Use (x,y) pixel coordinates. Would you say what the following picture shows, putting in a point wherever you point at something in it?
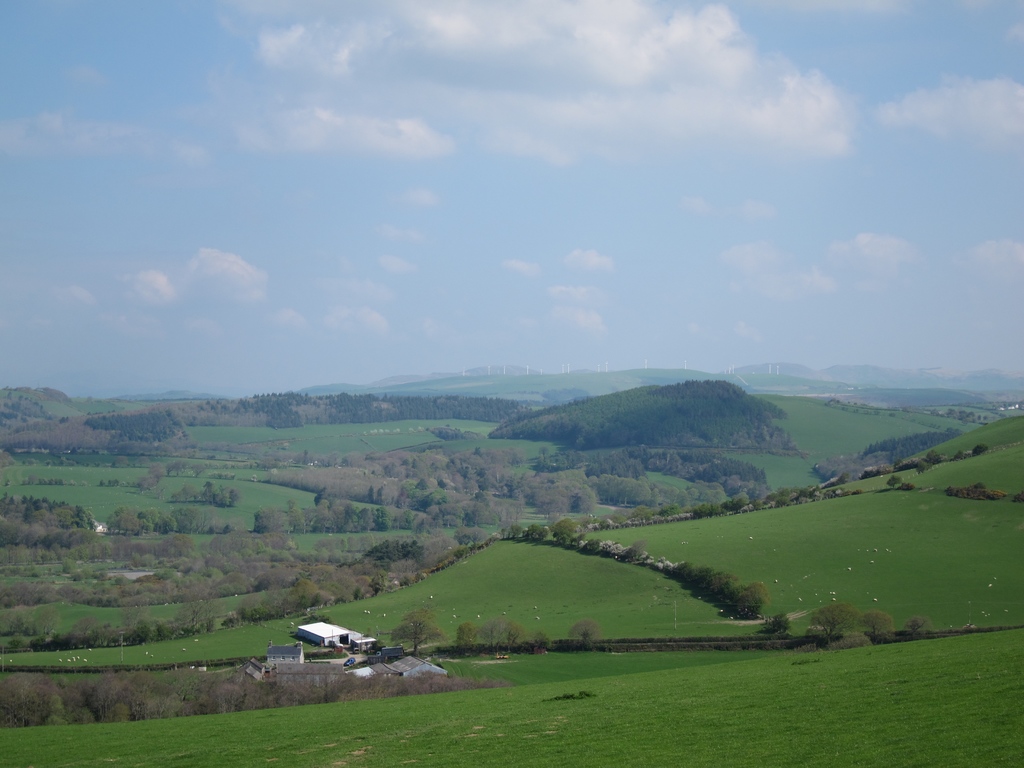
In this picture we can see grass (590,684) on the ground (703,689), here we can see sheds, trees (341,491) and in the background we can see mountains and sky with clouds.
